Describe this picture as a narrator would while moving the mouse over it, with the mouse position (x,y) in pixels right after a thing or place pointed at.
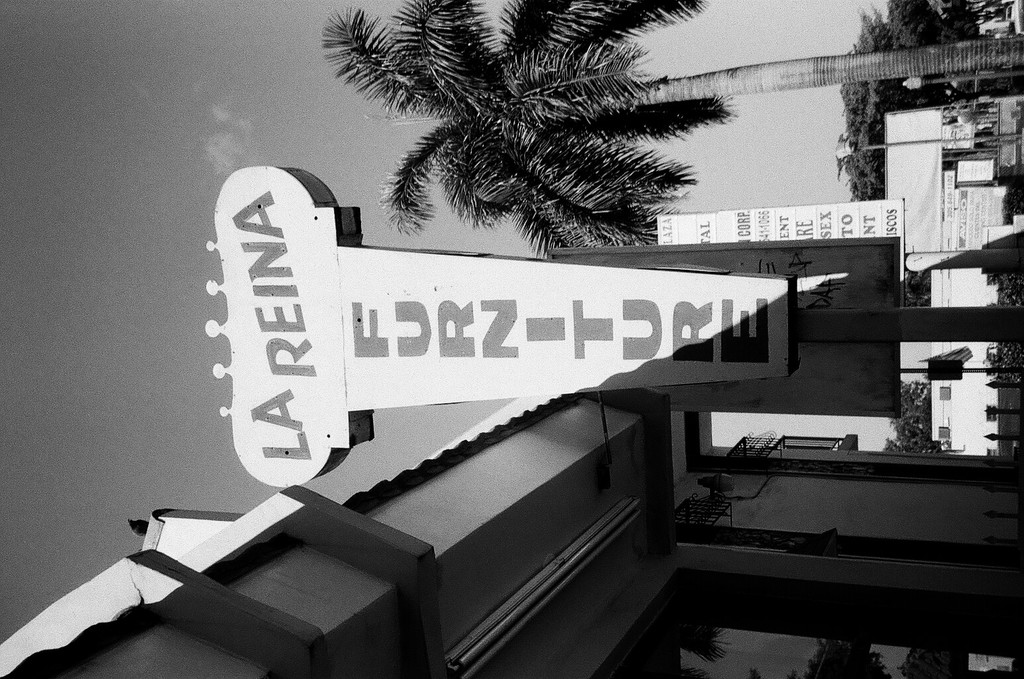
I see this is a black and white image and I see buildings (756,463) over here and I see few boards (863,273) on which there are words (595,327) written and I see a sign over here and I see few poles (978,368). In the background (726,156) I see the trees (834,73) and the sky (17,317).
